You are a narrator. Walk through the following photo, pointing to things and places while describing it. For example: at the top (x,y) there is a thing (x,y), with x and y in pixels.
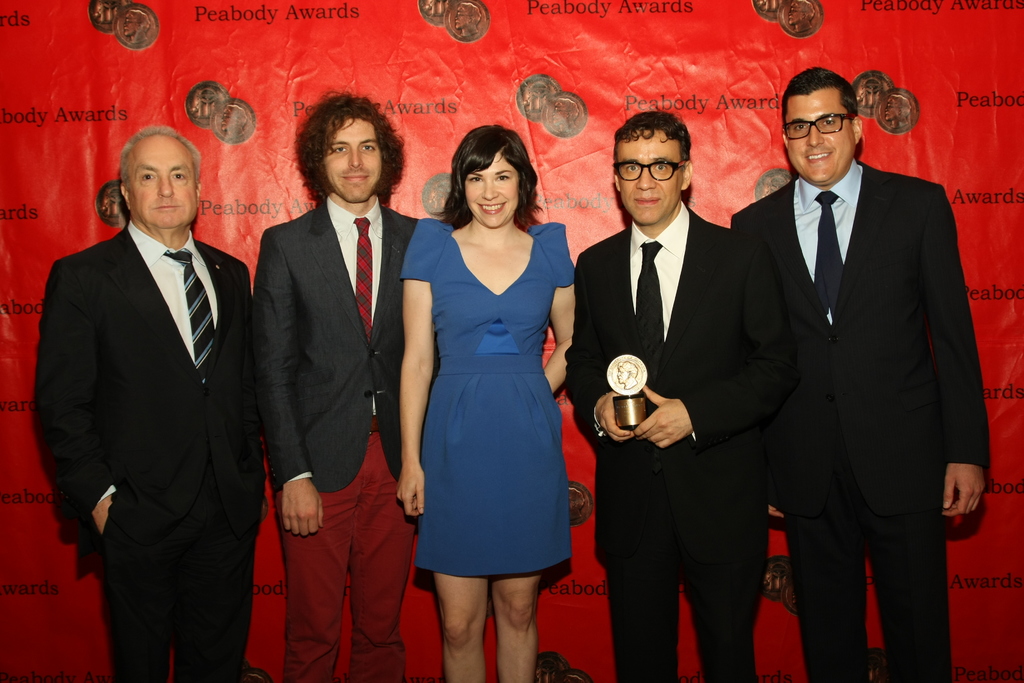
In this image we can see few persons (517,294) are standing, lady (431,396) is wearing a blue color dress (500,382), and a person (633,325) is holding a trophy (631,374). Behind them there is a red color banner (117,59) with some images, and texts (304,115) written on it.
